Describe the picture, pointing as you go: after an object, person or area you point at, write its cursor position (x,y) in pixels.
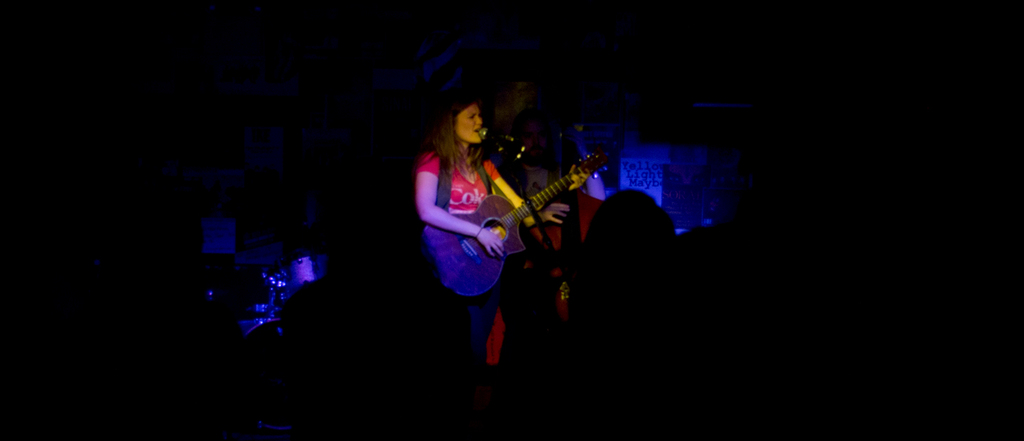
In this image i can see a woman (448,167) is playing a guitar (471,287) is playing a guitar (504,244) in front of a microphone (502,139).
